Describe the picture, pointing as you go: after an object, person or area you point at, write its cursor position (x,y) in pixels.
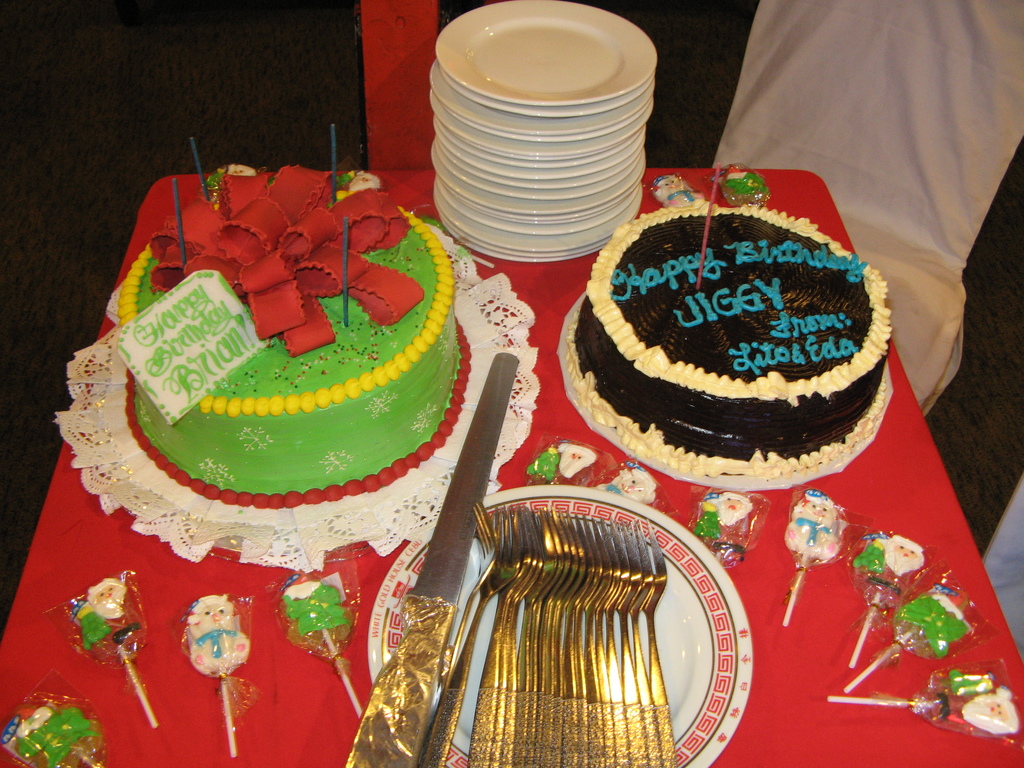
In the left side (328,190) it is a green color cake (327,407), in the right side (720,434) it is a black color cake (769,348), in the middle (512,507) there are forks (531,739) in a white color plate (696,614).
